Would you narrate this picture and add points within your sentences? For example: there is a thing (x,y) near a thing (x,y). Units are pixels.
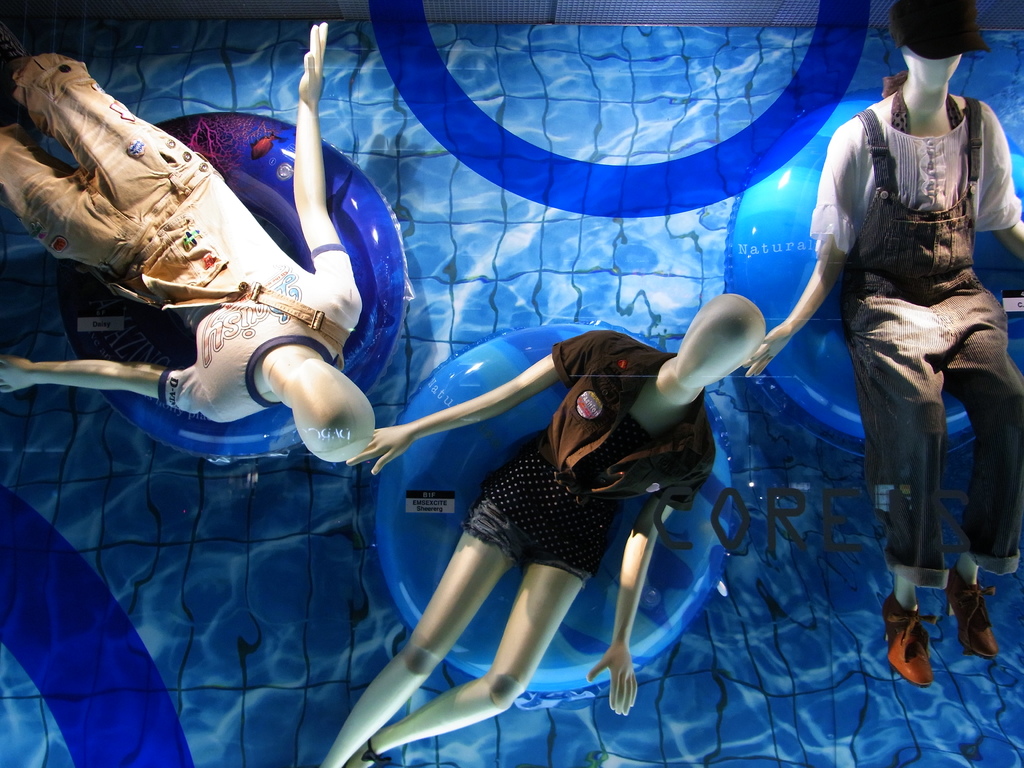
In this image we can see three dolls (514,503) wearing dress (225,353) are sitting on different tubes (467,435) placed on the water (233,633).
